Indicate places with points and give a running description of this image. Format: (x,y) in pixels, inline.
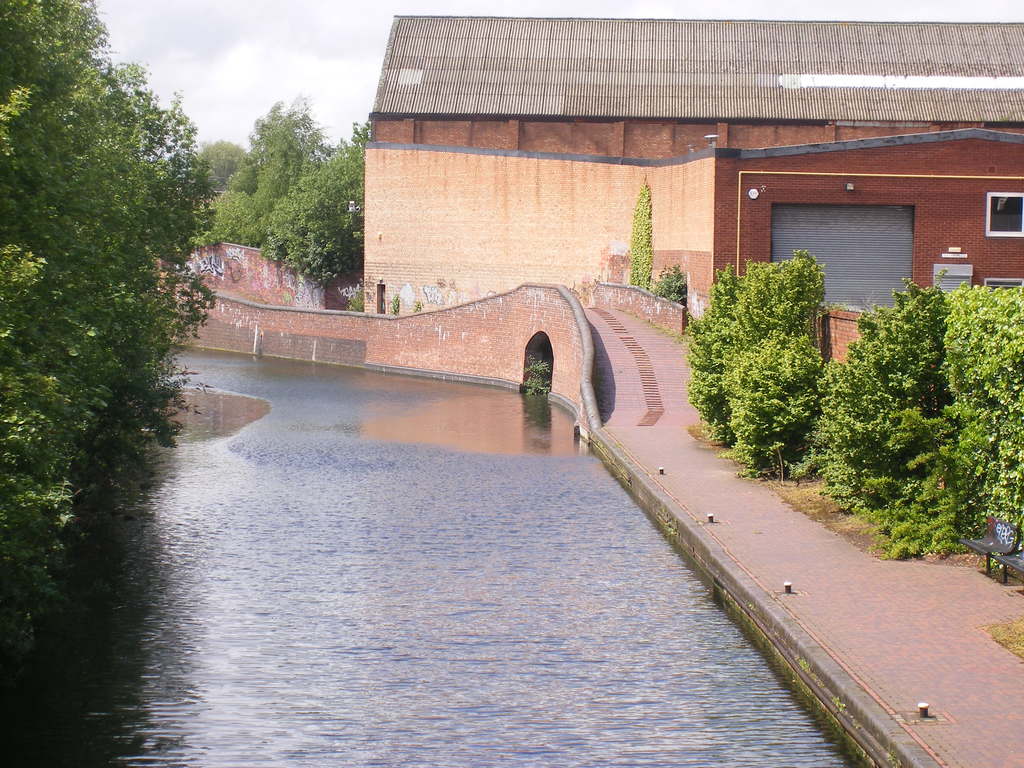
There is water (300,592) of a canal (379,521). On the left side (80,355), there are trees (63,434). On the right side (984,741), there is a footpath (624,336) near plants (988,372) and wall (626,286). In the background (778,151), there is a building (611,146) which is having roof (498,66) and shutter (864,270), there are trees (261,217), a bridge (572,304), walls (279,308) and clouds (312,61) in the sky (313,62).
